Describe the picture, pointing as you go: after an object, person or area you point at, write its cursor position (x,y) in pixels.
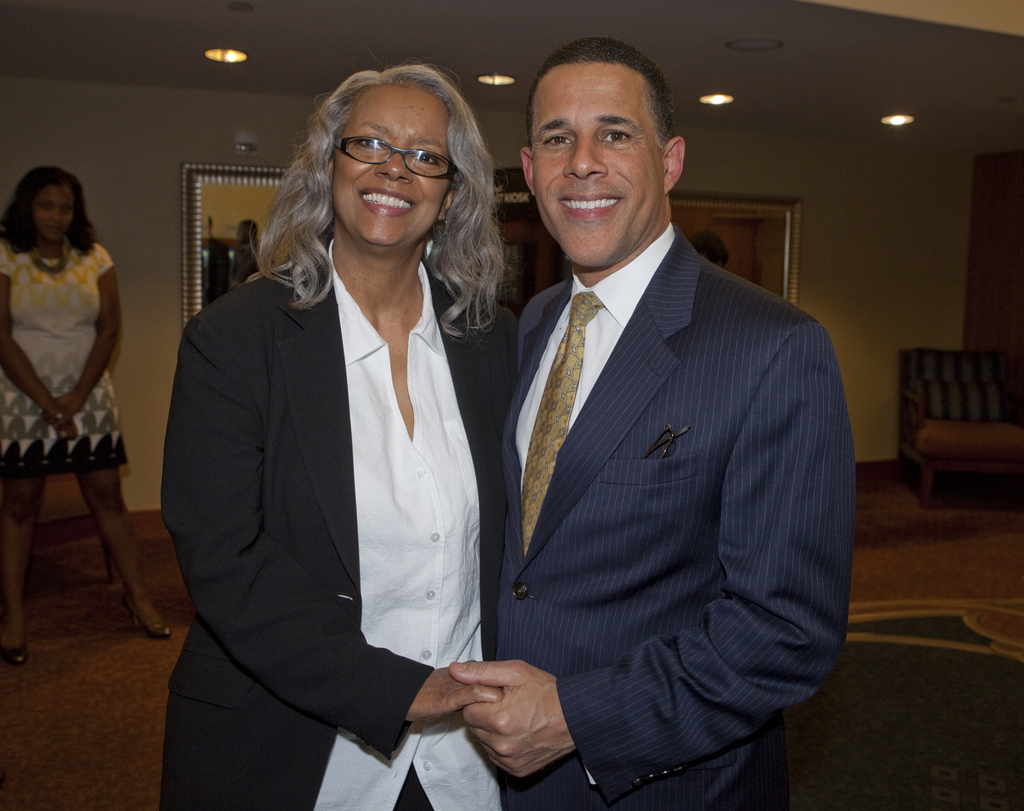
A lady (276,394) with black jacket (303,473) and white shirt (406,488) is standing and she is smiling. Beside her there is man (665,396) with blue jacket (665,396), white shirt (587,377) and gold tie (560,404). He is smiling. To the left side (69,318) there is a lady (69,324) standing. Beside her to the wall (174,243) there are frames (235,204). And to the right side (965,378) there is a chair (961,393). On the top (716,98) there are lights (236,62).
